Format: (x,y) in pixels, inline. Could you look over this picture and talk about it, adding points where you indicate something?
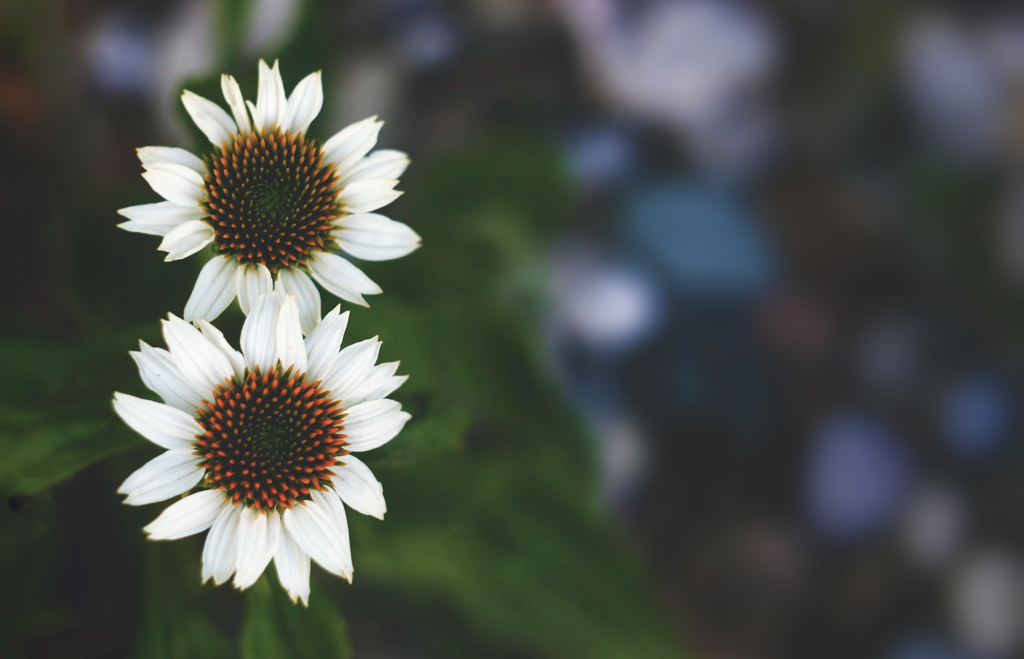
In this image we can see flowers (232,469) and there are leaves (507,547).
